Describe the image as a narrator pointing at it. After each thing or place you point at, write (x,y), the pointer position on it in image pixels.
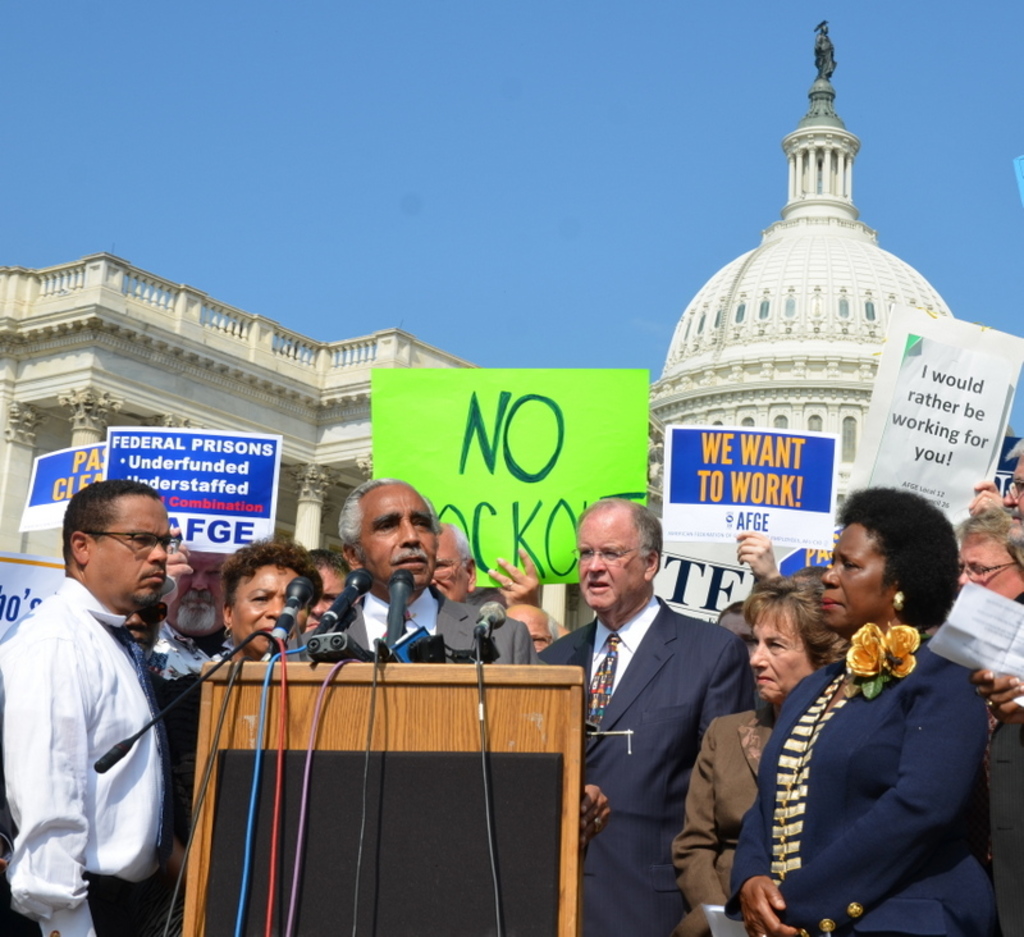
In this picture I can see group of people (814,628) are standing, among them a man (421,559) is standing in front of a podium (419,729). On the podium (394,664) I can see microphones (336,618) and wires (318,707). In the background (649,488) I can see boards (607,487), white color building (371,434) and the sky (359,213).
